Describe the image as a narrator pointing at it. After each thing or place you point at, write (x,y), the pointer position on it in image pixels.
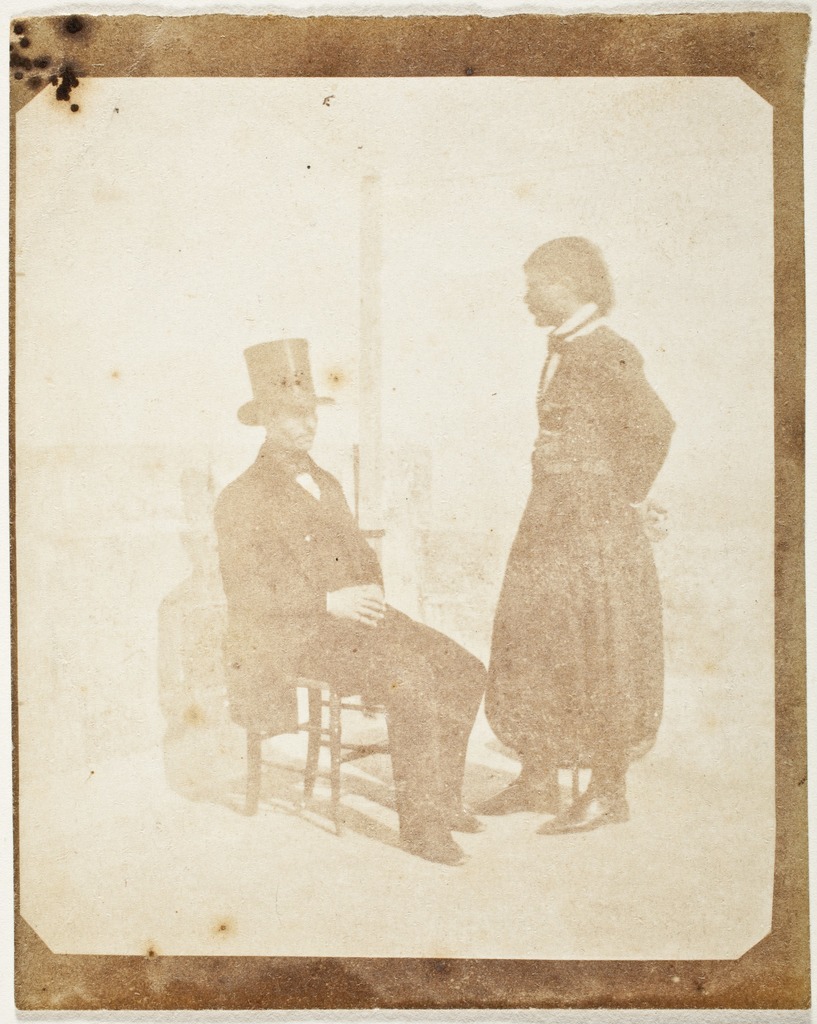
It is a poster. In this image there is a person (266,627) sitting on the chair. In front of him there is another person (552,408) standing.
